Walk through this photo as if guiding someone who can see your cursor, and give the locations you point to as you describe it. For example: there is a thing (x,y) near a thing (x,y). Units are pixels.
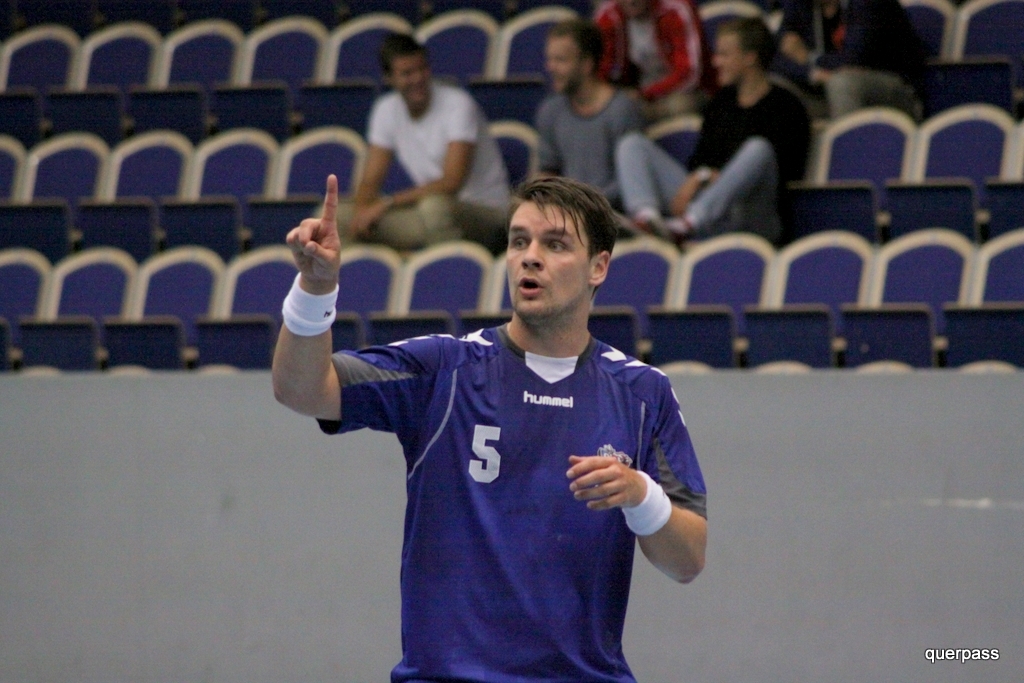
As we can see in the image there are few people (558,361) here and there and chairs (55,174). The person (523,233) standing in the front (532,362) is wearing blue color t shirt (528,452).
